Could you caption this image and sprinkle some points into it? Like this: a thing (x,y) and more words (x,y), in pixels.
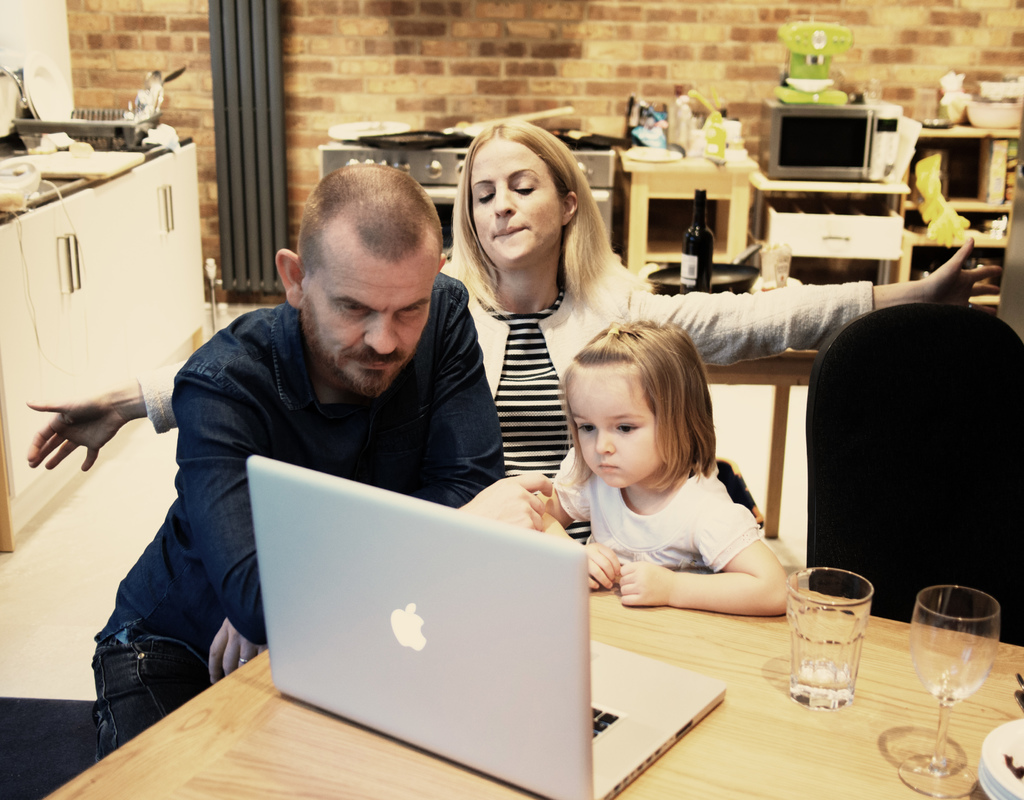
In this image there are three people (259,629). In the bottom (724,740) there is a table (715,754) on which laptop (480,669) and glasses (969,680) were placed. Both the man (436,382) and baby girl (662,484) was leaning to the table (1006,712) and staring at the laptop (512,640). There is a woman (510,415) behind them, behind the women (593,226) there is a bottle (695,254) and a pan (735,272). In the background (774,197) there is oven (854,148), cupboards (952,163), table (726,176) and a wall (531,73). To the left side (83,243) there is a cupboard (159,296) and vessels (51,68) are filled on it.
